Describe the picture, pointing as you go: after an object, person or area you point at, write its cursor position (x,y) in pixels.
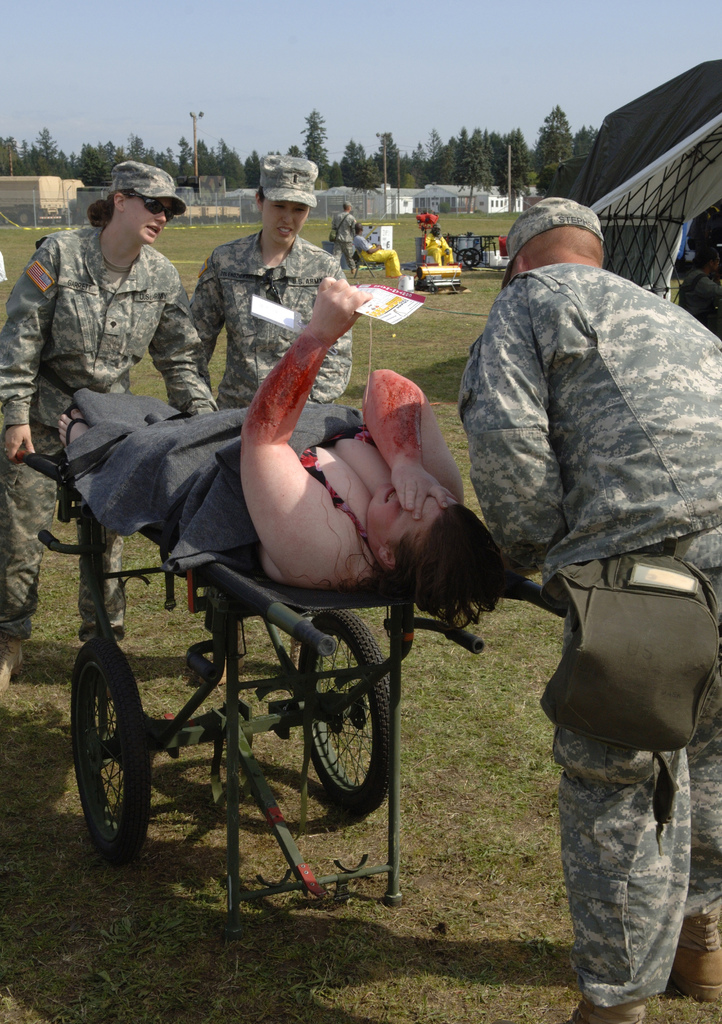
In the foreground (292,440) I can see a person (296,471) is lying on a vehicle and a group of people (517,317) on the floor (5,323). In the background (201,163) I can see tents (661,190), grass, poles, trees (232,165) and the sky (144,123). This image is taken may be during a day.
